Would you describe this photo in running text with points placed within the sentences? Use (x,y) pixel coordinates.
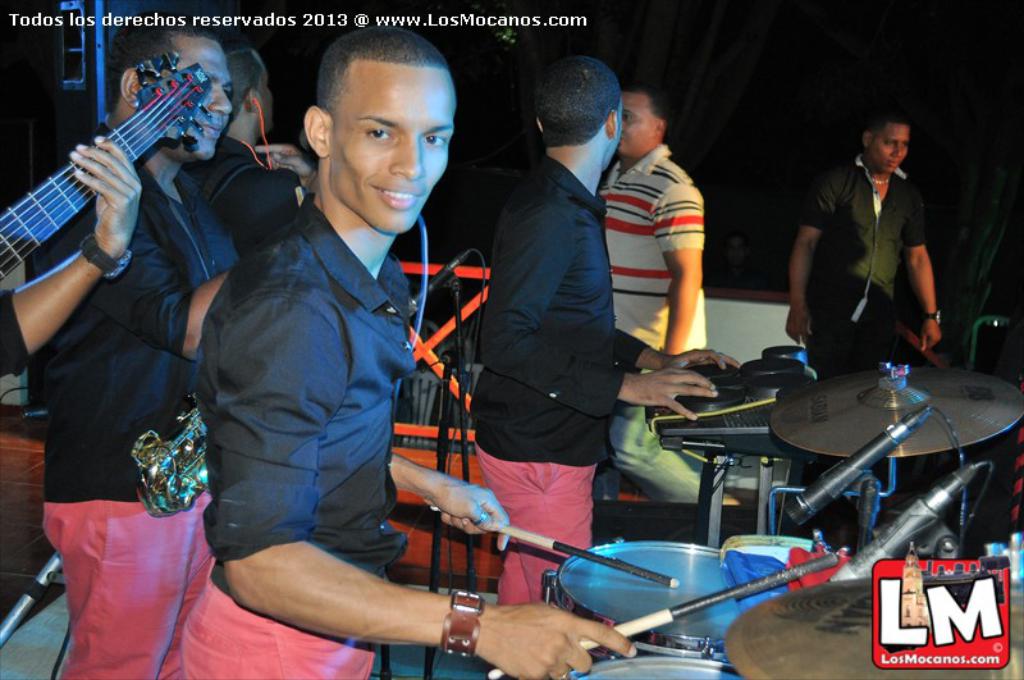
In this image I can see a man (349,373) standing and playing drums (690,619). Behind that man (227,384) I can see another man (148,322) standing and playing some musical instrument (169,480). At the left corner of the image (36,305) I can see a person's hand (105,224) holding a musical instrument (52,214). In the middle of the image (594,278) I can see person (603,283) standing and playing some other musical instrument (744,419). At the right side of the image (869,234) I can see another person (852,253) standing.
